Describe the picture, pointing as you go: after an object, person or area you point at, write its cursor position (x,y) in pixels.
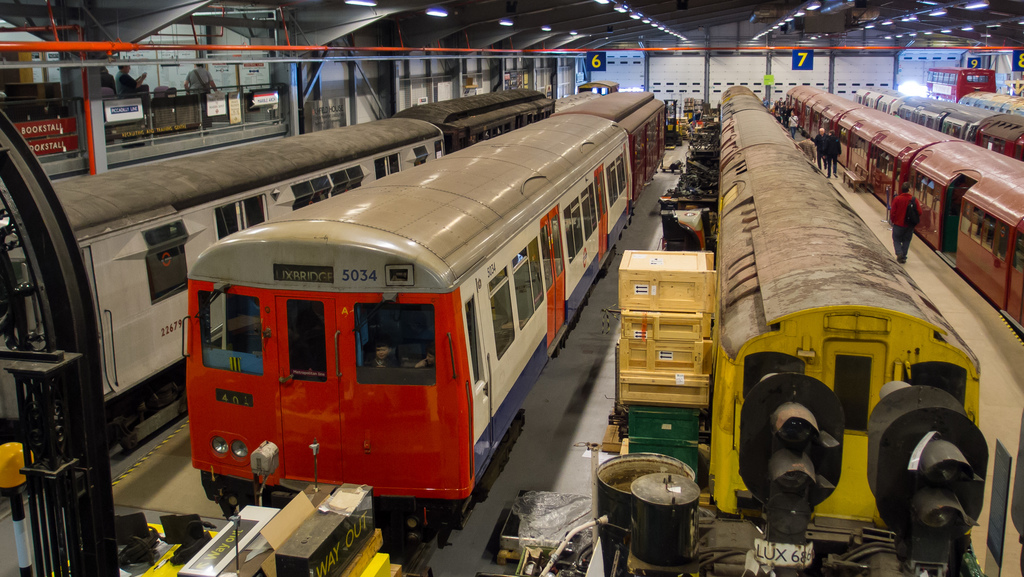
In the picture I can see trains (487,361) on railway tracks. I can also see people (897,245) standing on the platform (914,273). In the background (811,47) I can see lights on the ceiling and some other objects (384,97).
